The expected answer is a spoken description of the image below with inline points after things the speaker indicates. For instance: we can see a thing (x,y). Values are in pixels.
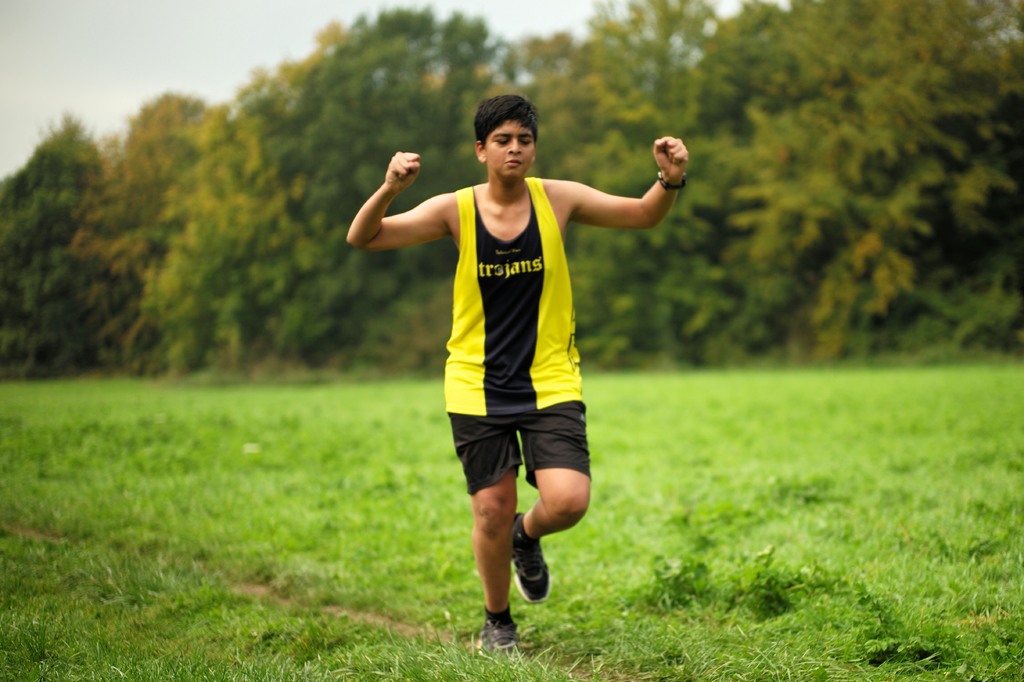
In the middle of this image (514,311), there is a person (476,215) in yellow and black color combination, running on the path (619,681). On both sides of this path (262,584), there is grass (660,609). In the background (17,82), there are trees (817,27) and there is sky (173,13).
